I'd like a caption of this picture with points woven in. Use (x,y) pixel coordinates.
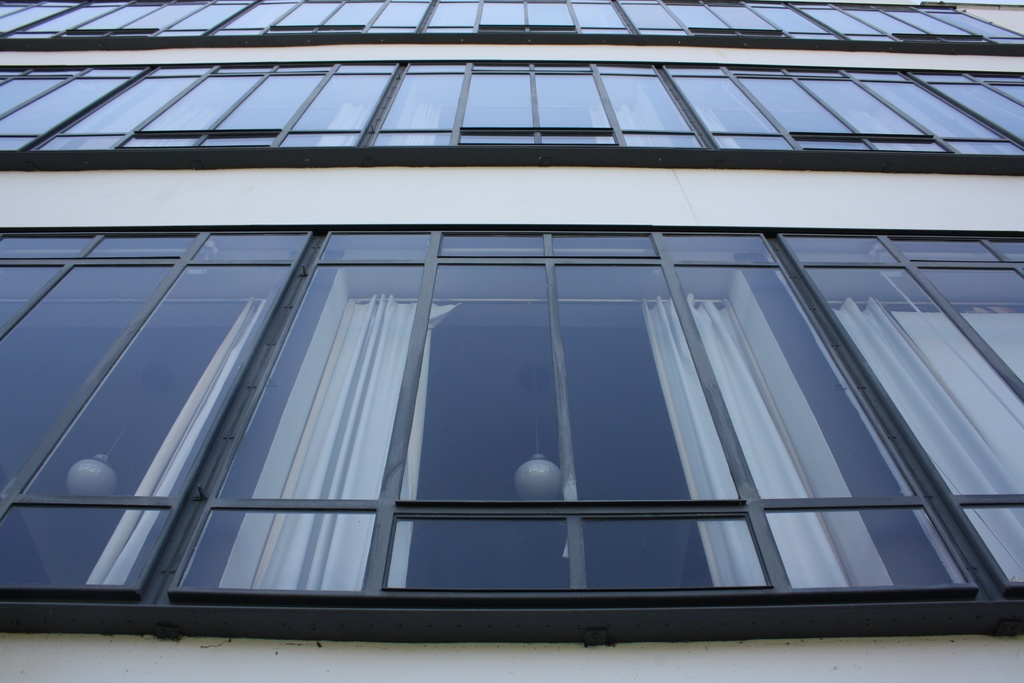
In this image I can see the building (293,645) which is white in color and I can see few windows (216,294) of the building (653,460) which are made up glass (370,463) and through the windows (404,447) I can see the curtains (367,400) which are white in color and few other objects (540,463).
